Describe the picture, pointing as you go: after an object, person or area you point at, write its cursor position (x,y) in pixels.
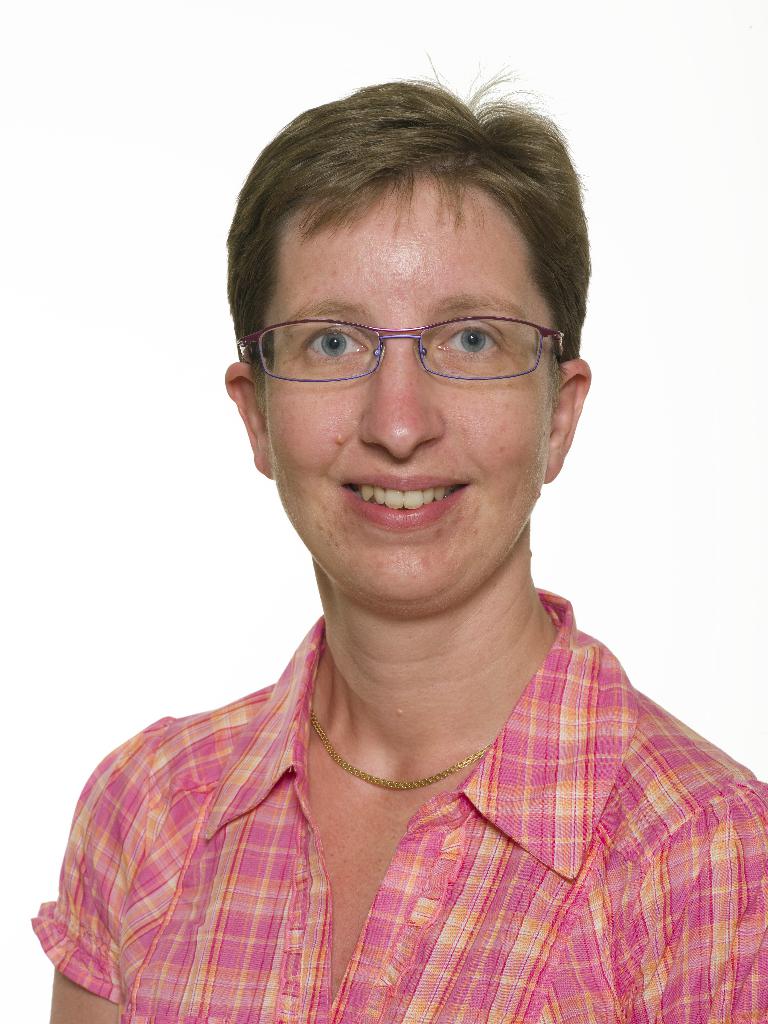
The woman (399,730) in the pink shirt (175,848) is wearing spectacles (373,368). She is smiling. She might be posing for the photo. In the background (149,381), it is white in color.
